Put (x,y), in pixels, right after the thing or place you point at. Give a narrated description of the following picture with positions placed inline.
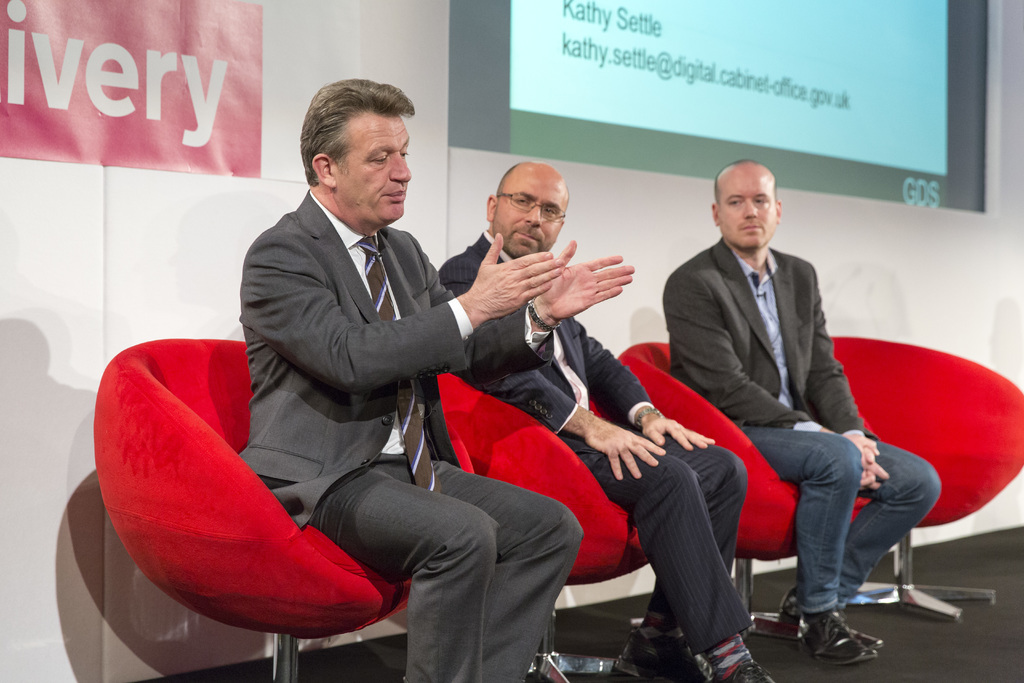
In this picture I can see few men (507,286) sitting on the chairs (550,454) and a screen (594,92) in the back (162,78) and a board (167,90) with some text (19,73).
